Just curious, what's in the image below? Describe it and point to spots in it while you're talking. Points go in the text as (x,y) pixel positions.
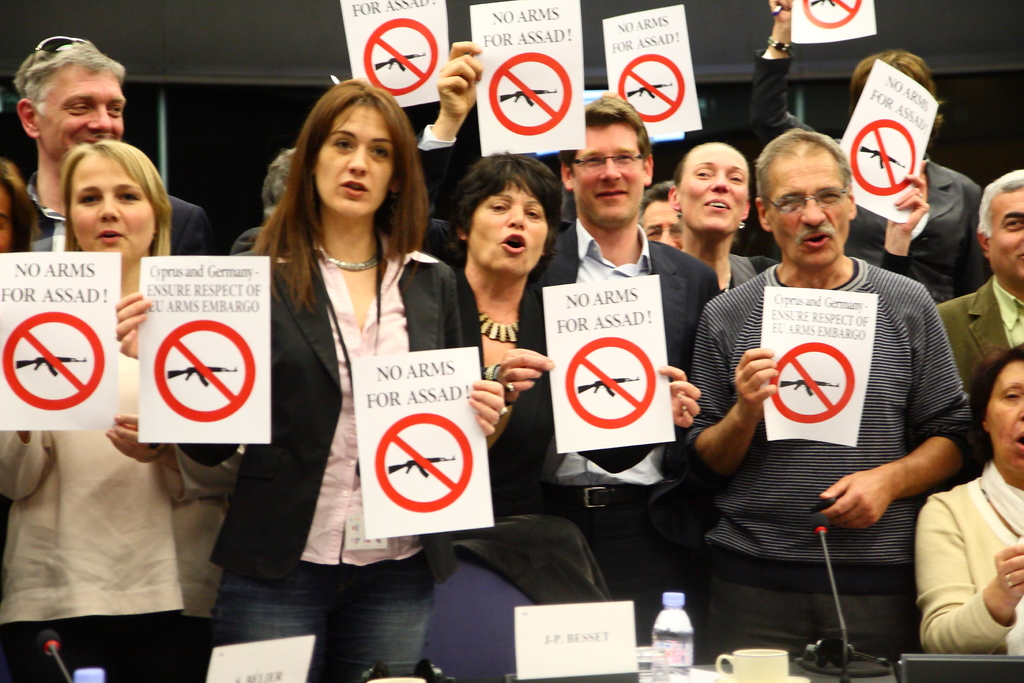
In this picture there are group of people (96,546) standing and holding the boards (583,317) and there is text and there are pictures of guns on the boards (856,438). At the back (170,3) it looks like a wall (204,111). In the foreground (84,676) there are boards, bottles (102,675), microphones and devices (920,682) on the table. On the right side of the image (973,604) there is a person (946,575) sitting.
